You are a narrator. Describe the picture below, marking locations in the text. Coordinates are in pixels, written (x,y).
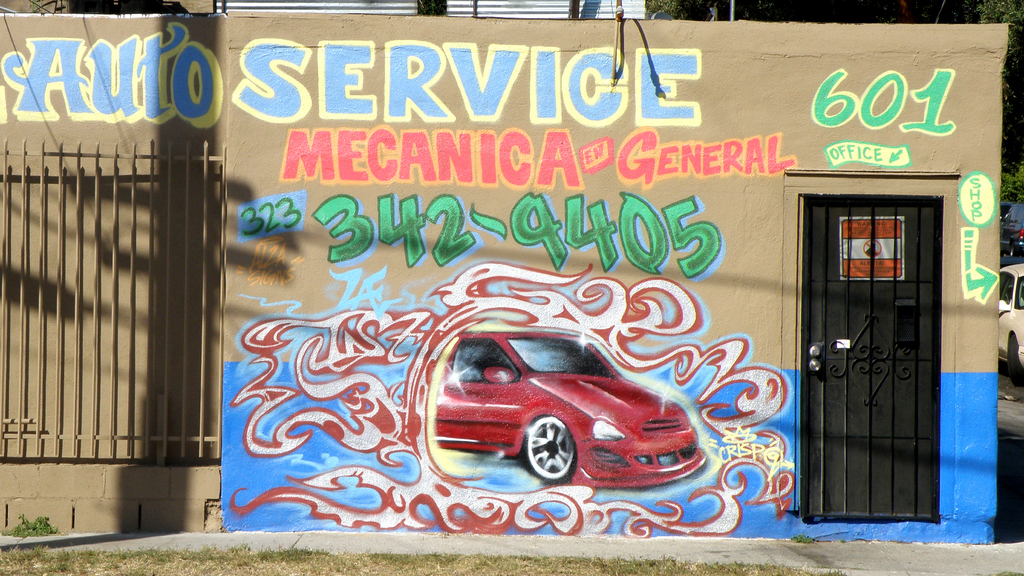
In this image we can see graffiti painting (453,331) on the wall (606,253) and black color door (836,379). There is a grassy land (436,559) on the bottom of the image (274,554). We can see one car (1000,325) on the right side of the image (1007,336). There are trees (1013,85) at the top of the image (766,15).
